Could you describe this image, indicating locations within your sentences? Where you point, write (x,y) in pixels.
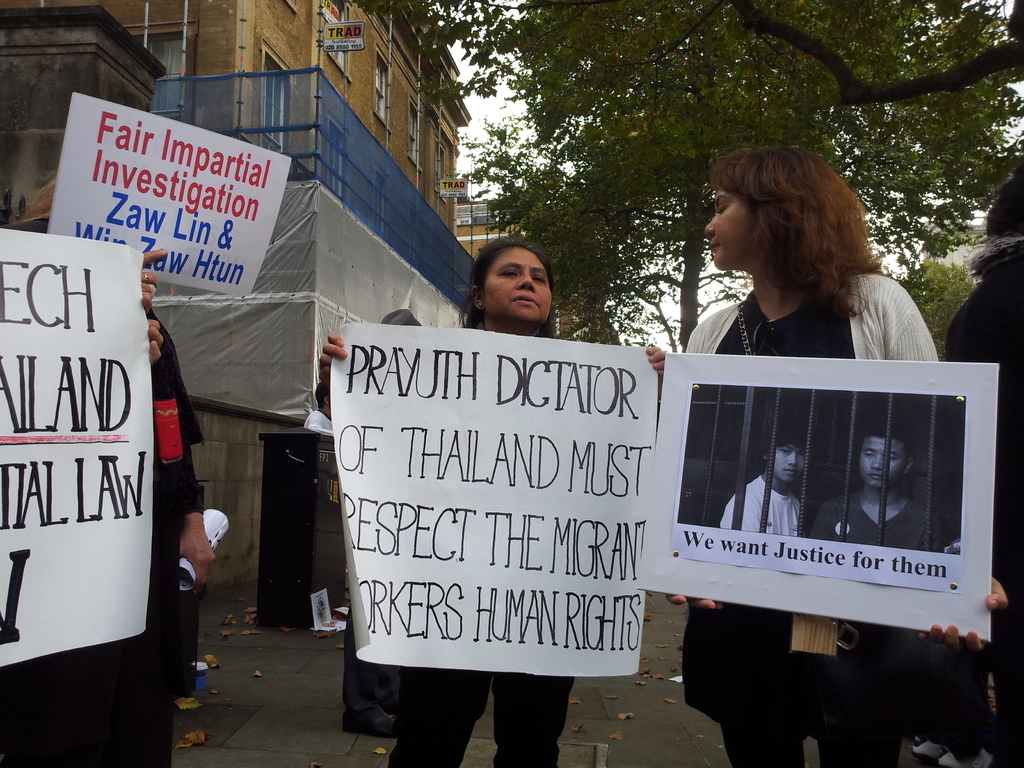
In this image we can see people (766,687) standing, holding papers (4,408) with some text (641,458) and images (694,476). In the background of the image (417,136) there are buildings (143,22) and trees (587,120). At the bottom of the image (263,736) there is road (319,737).
